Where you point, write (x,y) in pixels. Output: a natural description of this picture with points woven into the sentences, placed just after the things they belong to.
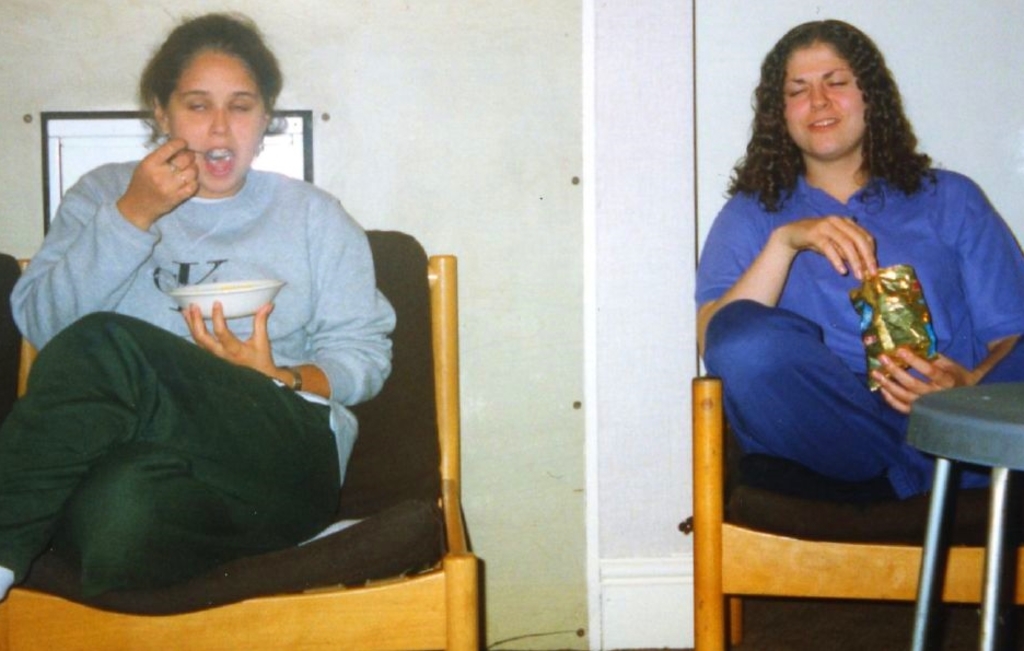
In this picture we can see two people (207,266) are seated on the chair (707,495) and they are eating.
